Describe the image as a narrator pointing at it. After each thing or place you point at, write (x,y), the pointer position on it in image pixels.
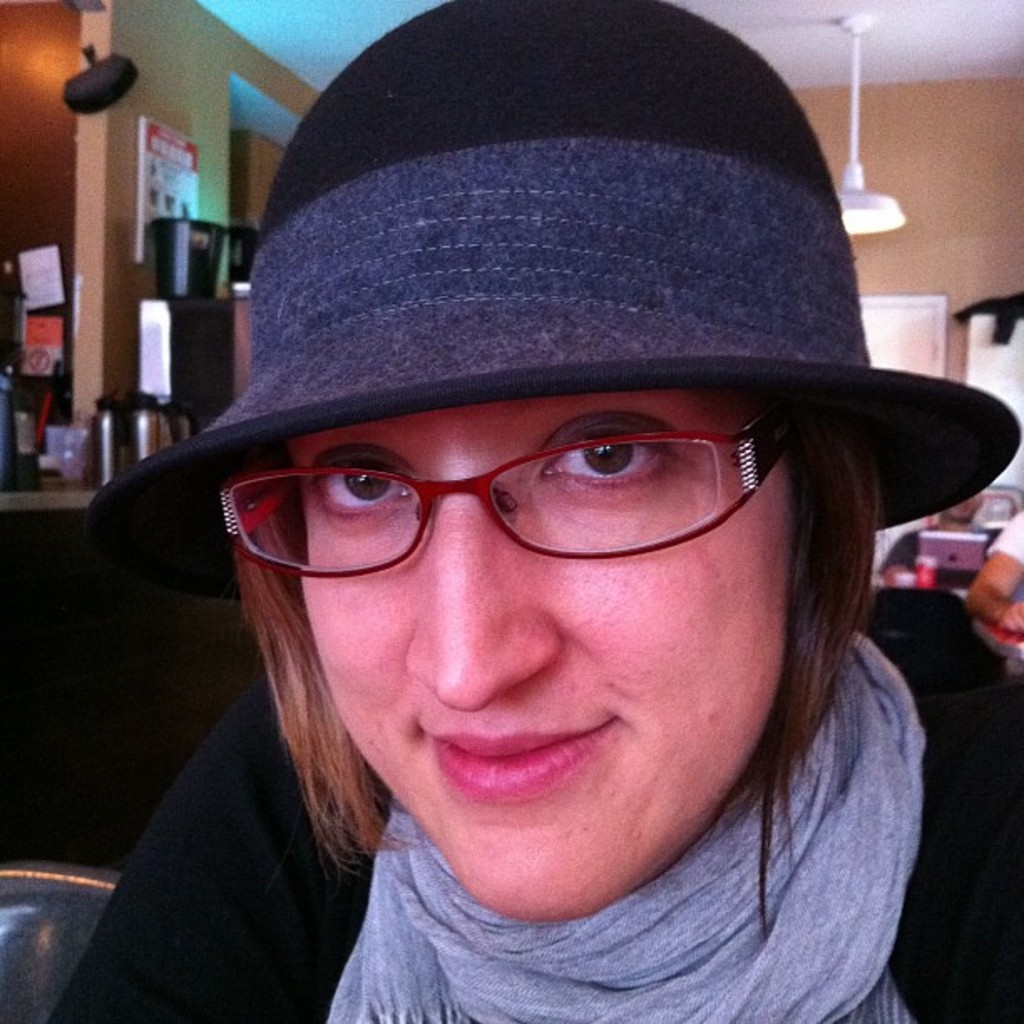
This woman (602,605) wore spectacles (614,517), cap (739,251) and scarf (741,935). Background (1019,551) we can see people (997,603), laptop (960,545), cup (920,569), light (855,208), boards (149,180), bottles (158,428) and things (185,318). This light (860,228) is attached to the ceiling (877,49). Boards (38,298) are on walls (96,176).
